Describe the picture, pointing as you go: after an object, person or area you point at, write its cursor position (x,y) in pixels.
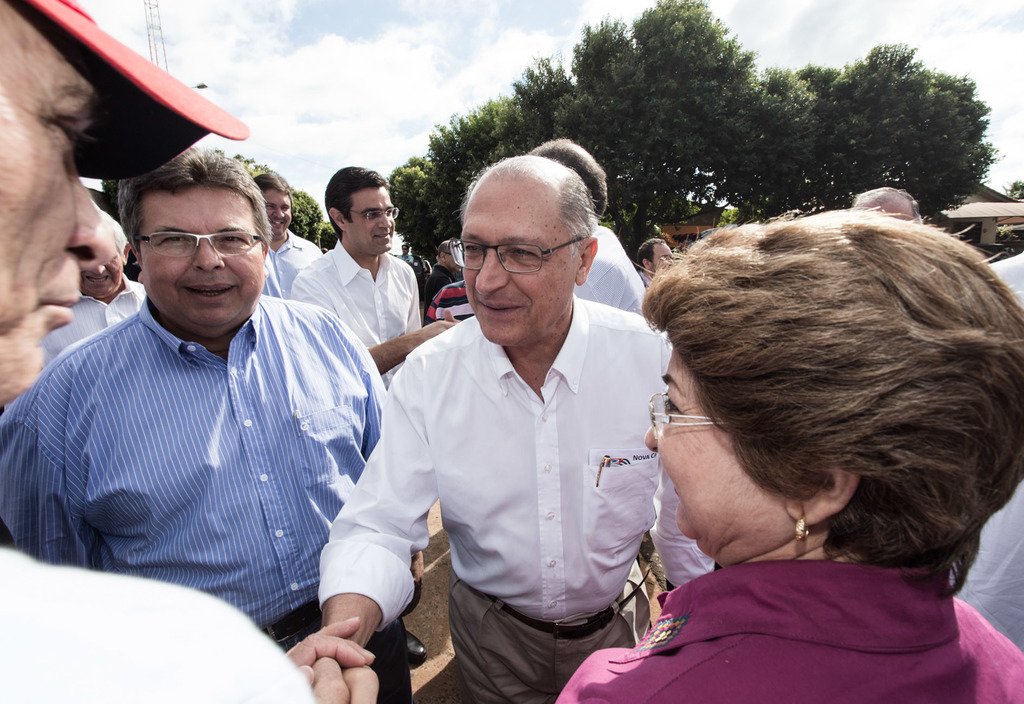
In the image there are many men (301,402) standing on the land (439,563), on the right side (770,387) there is a woman (912,612), in the back (582,135) there are trees (814,155) and above its sky (461,38) with clouds (401,63).
